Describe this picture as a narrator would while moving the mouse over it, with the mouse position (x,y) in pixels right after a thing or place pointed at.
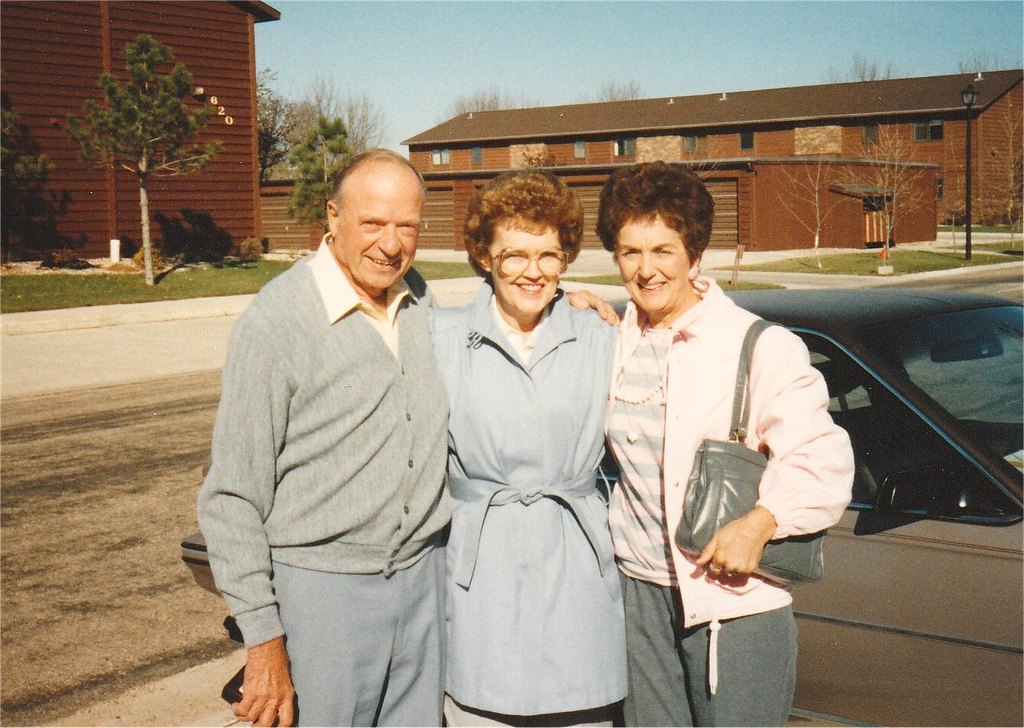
There are three persons (388,180) in different color dresses (619,380), smiling and standing. Beside them, there is a vehicle (924,378). In the background (923,107), there are buildings (952,88) having roofs (704,115), there are trees (312,127) and there is blue sky (619,41).
